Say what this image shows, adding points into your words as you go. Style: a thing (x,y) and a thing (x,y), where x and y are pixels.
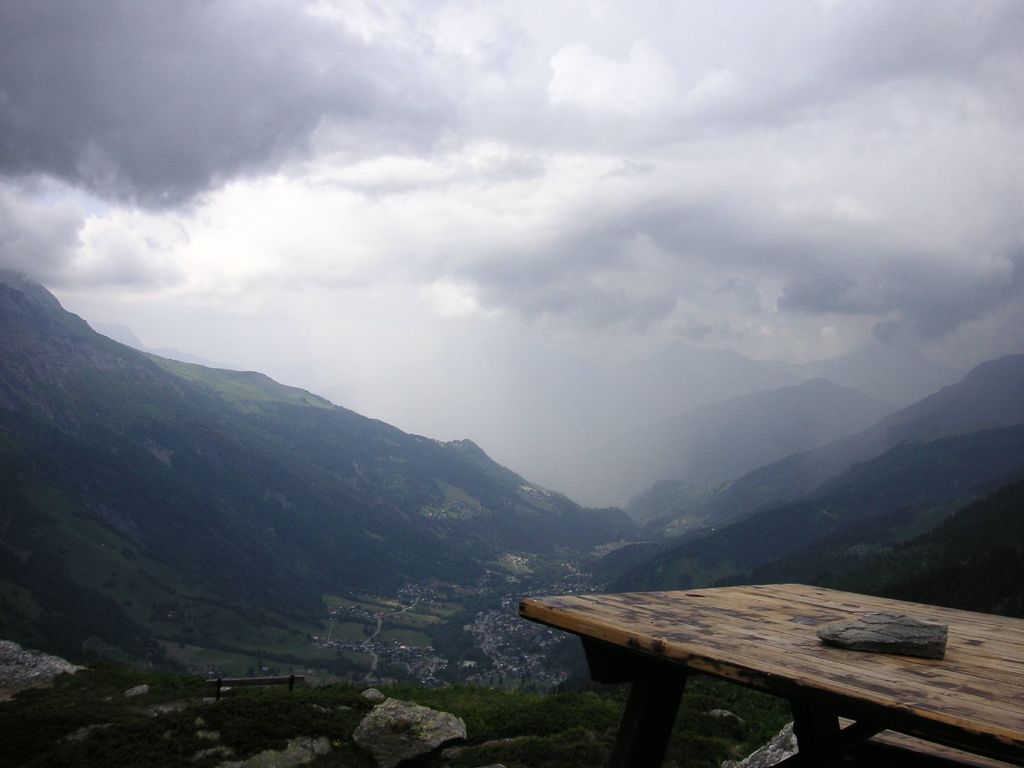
In the image I can see there is a table (847,744) on the mountain (107,692), at the back (920,396) there are so many mountains (17,630).
